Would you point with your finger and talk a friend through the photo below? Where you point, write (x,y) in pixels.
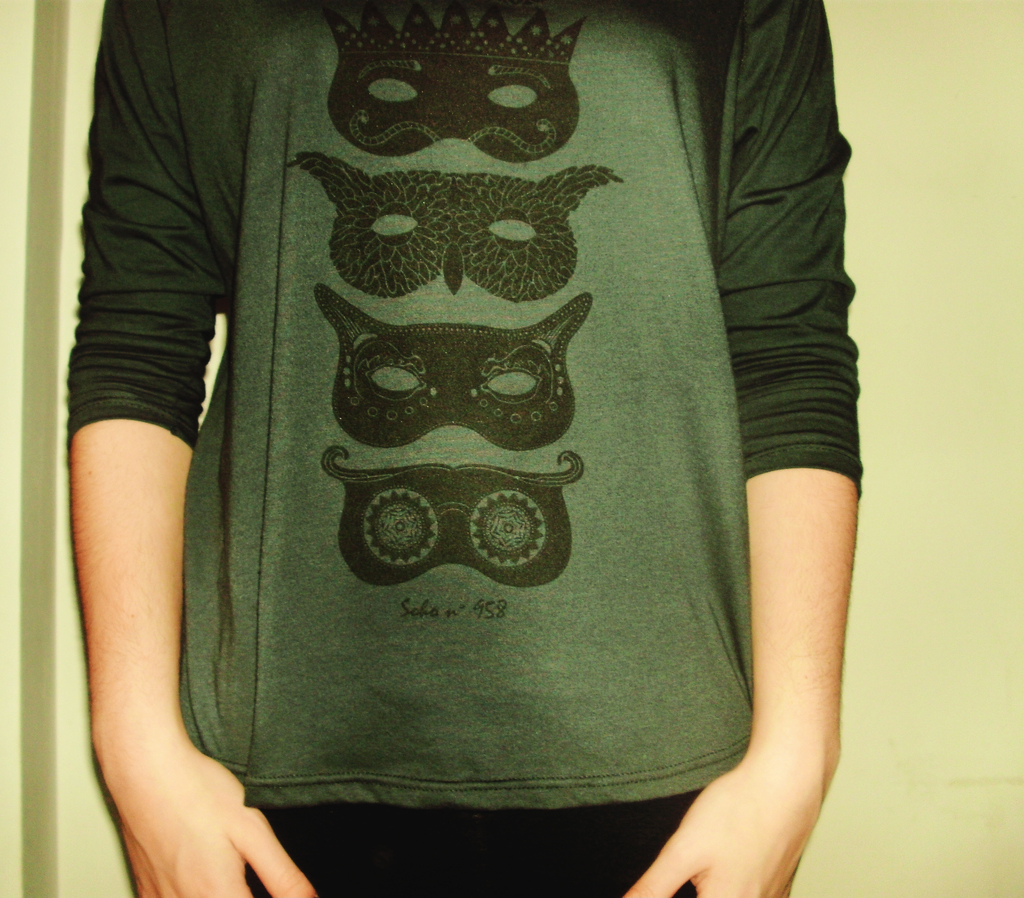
In this image there is a person (435,437) truncated, at the background of the image (952,479) there is a wall (951,374) truncated.
